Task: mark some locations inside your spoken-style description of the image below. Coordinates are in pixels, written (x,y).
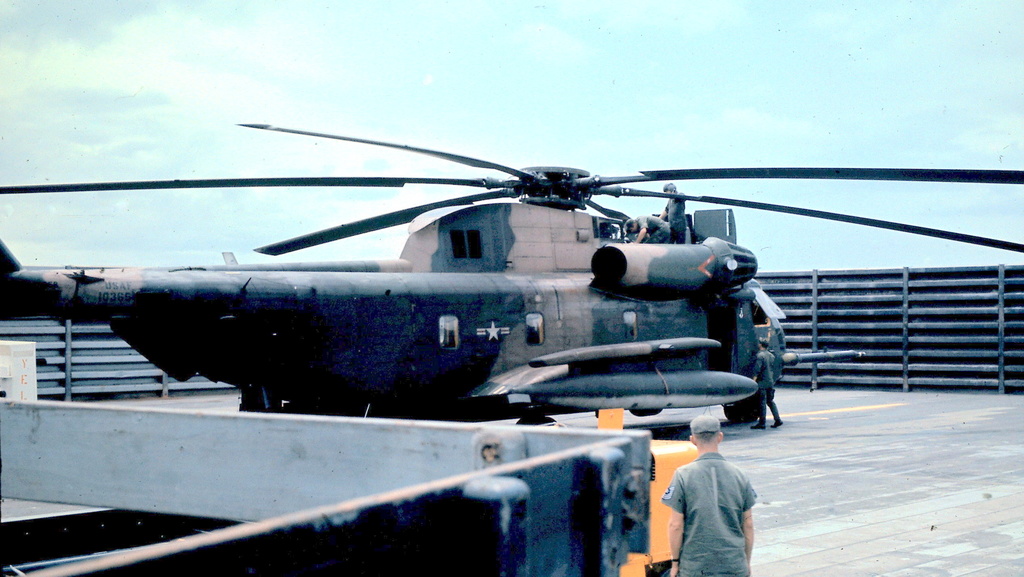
This is the picture of a helicopter (675,324) on which there are two people (659,221) and around there is a fencing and some people (725,470) around.
